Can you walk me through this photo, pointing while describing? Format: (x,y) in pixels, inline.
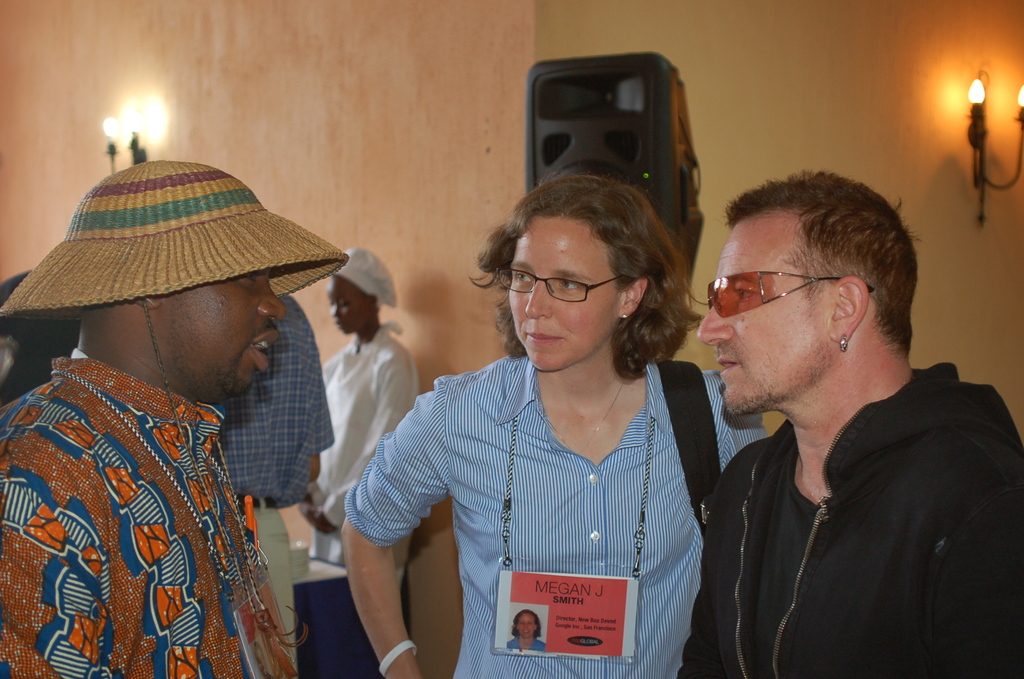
On the left (176,262) a man (150,341) is talking, he wore hat (147,285), shirt (134,485). In the middle (569,409) a woman (594,456) is listening to him, she wore shirt (586,552) and an ID card (584,603). On the right side (765,251) there is a man (907,498), he wore a black color coat (885,563) and there are lights (979,144) on the wall (943,205).
